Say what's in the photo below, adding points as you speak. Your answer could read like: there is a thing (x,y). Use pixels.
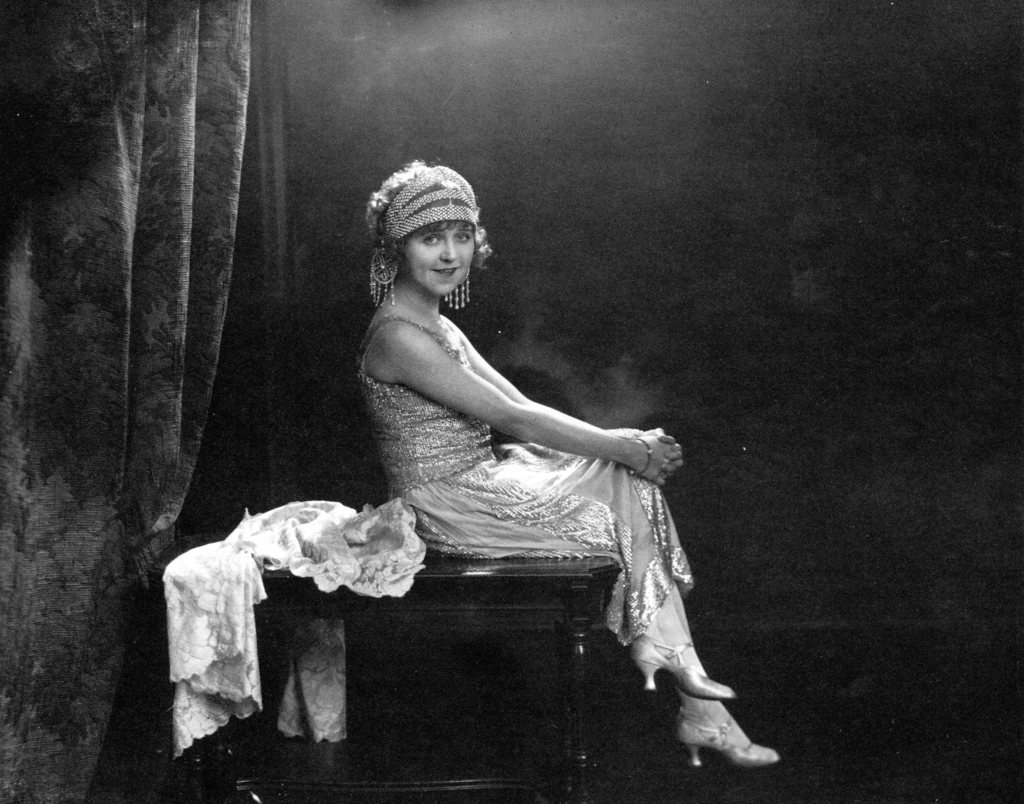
It is the black and white image in which there is a girl (446,451) sitting on the table (511,561) by wearing the costume (495,530). On the left side (168,306) there is a curtain (111,311). There are long earrings (375,286) to her ears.
